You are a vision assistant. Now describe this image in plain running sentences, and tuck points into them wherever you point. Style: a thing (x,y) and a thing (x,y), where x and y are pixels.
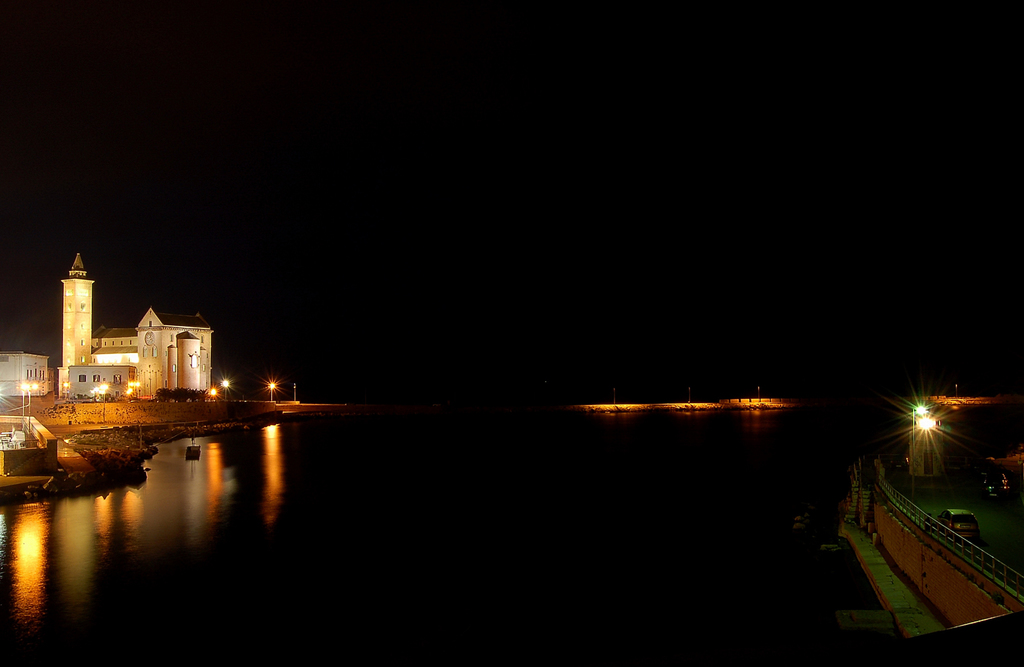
In this image I can see buildings (130,356), light poles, trees (179,392), water (439,486) and few vehicles (969,533) on the road (987,518). The image is dark.
